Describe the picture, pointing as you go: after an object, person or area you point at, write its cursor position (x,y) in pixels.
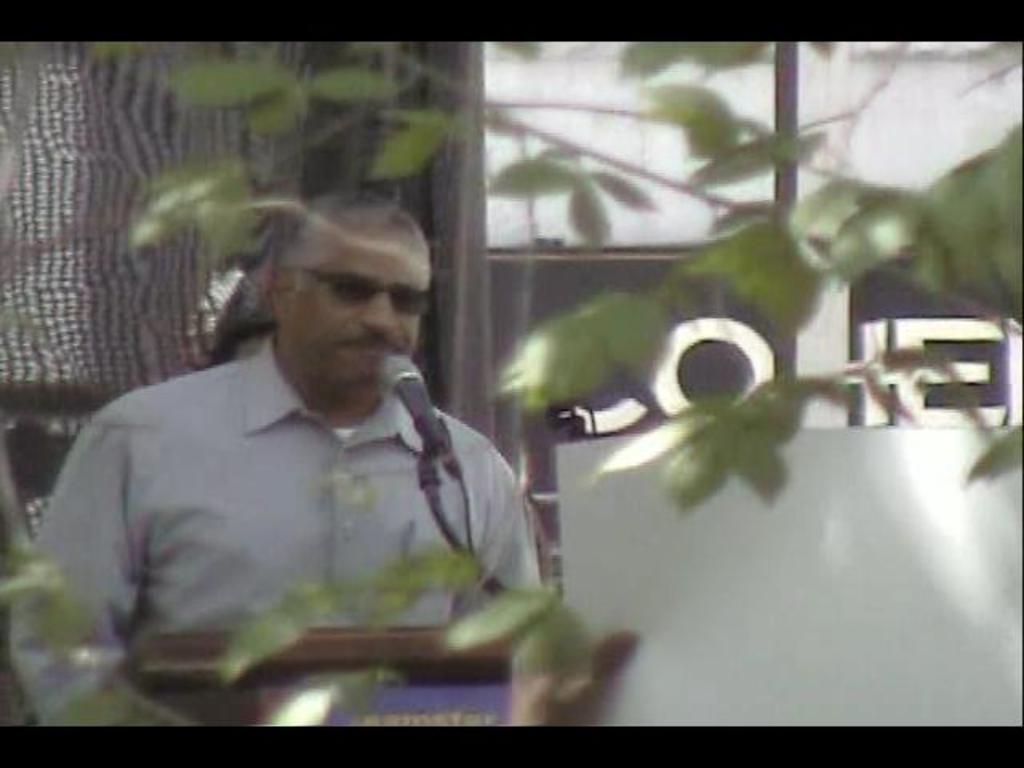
In this image I can see a person (341,417) is wearing white shirt (261,439). I can see a mic (439,431) and wire (457,470). In front (553,397) I can see few green leaves (418,144). Background (311,115) I can see a brown and white color object (364,56).
